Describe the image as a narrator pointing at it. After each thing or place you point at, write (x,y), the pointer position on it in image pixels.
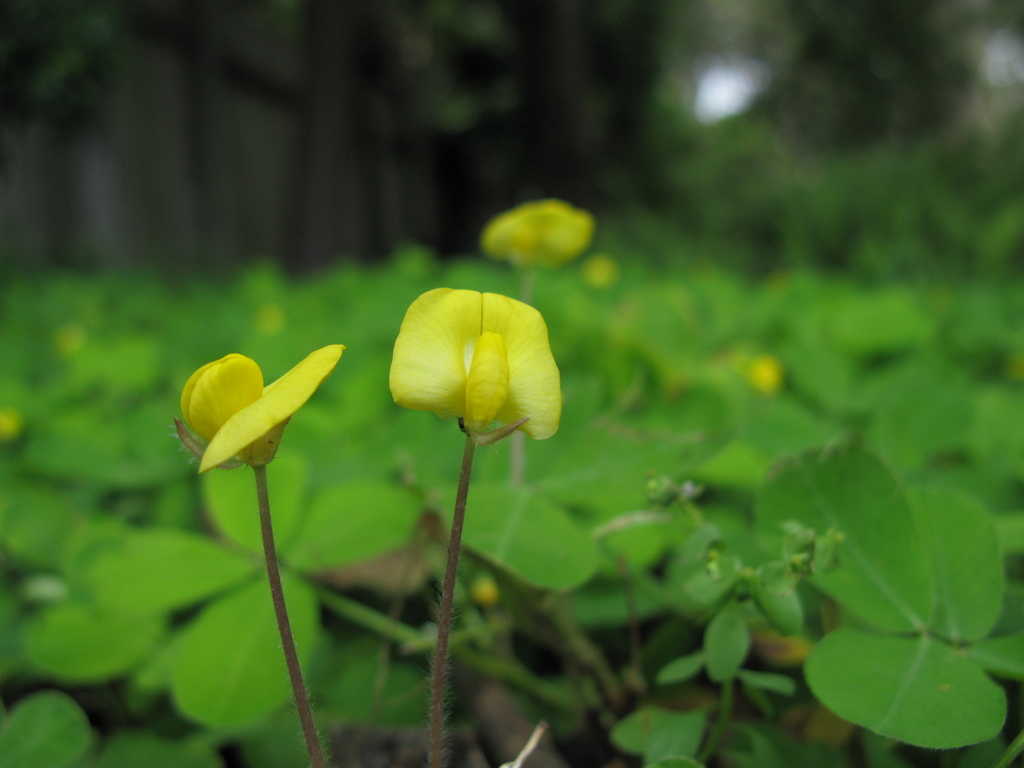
In this picture I can observe yellow color flowers (484,386). In the background (698,515) there are some plants (186,500) on the ground (611,660). The background (840,156) is blurred.
